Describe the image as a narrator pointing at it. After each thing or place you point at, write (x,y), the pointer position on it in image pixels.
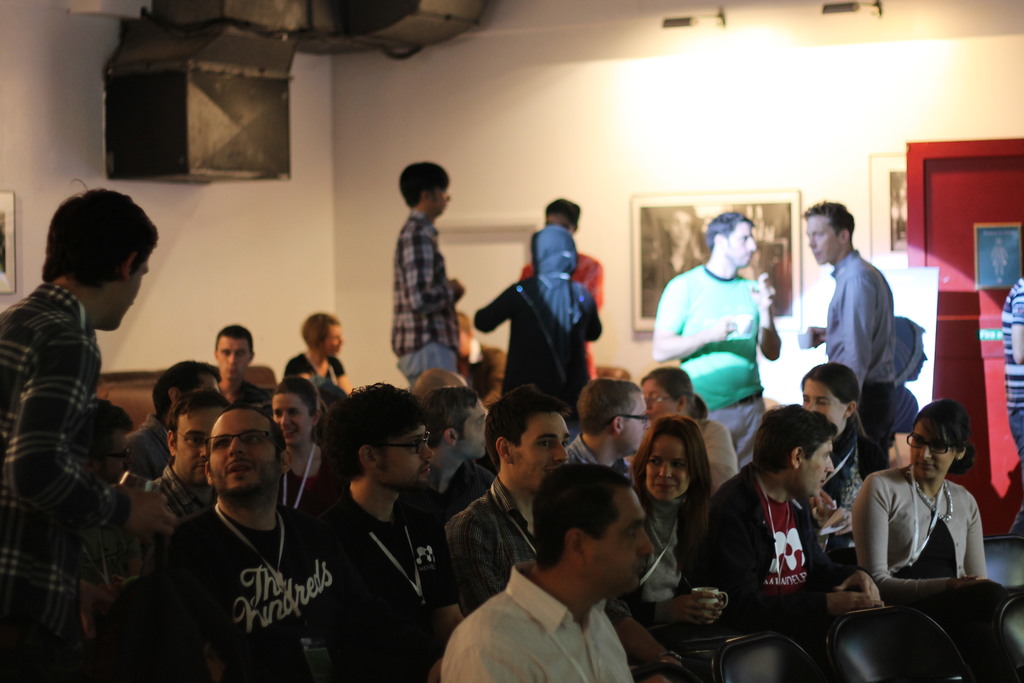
This image is taken indoors. In the background (273,212) there is a wall (735,177) with a door (938,207) and there are a few picture frames (9,203) on the wall (236,198). At the top left of the image (205,113) there is a chimney (278,12). At the bottom of the image (287,479) many people (526,533) are sitting on the chairs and a few (439,284) are standing. Two men (659,312) are holding cups (747,324) in their hands (813,341). On the left side of the image (55,384) a man (29,424) is standing.
